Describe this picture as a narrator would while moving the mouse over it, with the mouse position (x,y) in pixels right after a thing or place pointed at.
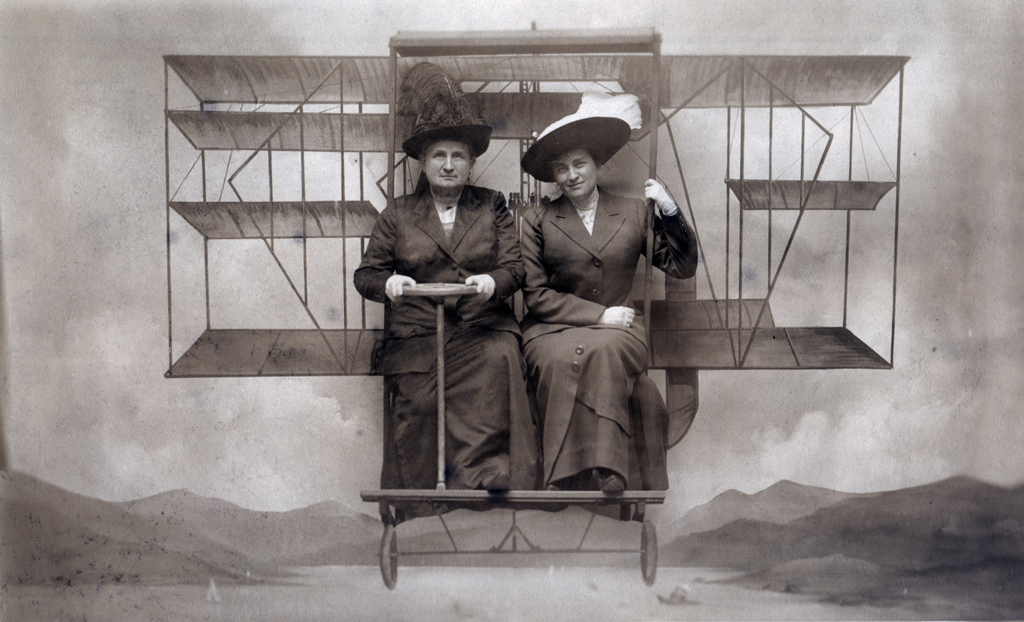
This is a black and white image and here we can see people (470,243) sitting on the stand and are wearing hats (460,134) and we can see a wall (210,536). At the bottom (354,587), there is sand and ground (232,592).
